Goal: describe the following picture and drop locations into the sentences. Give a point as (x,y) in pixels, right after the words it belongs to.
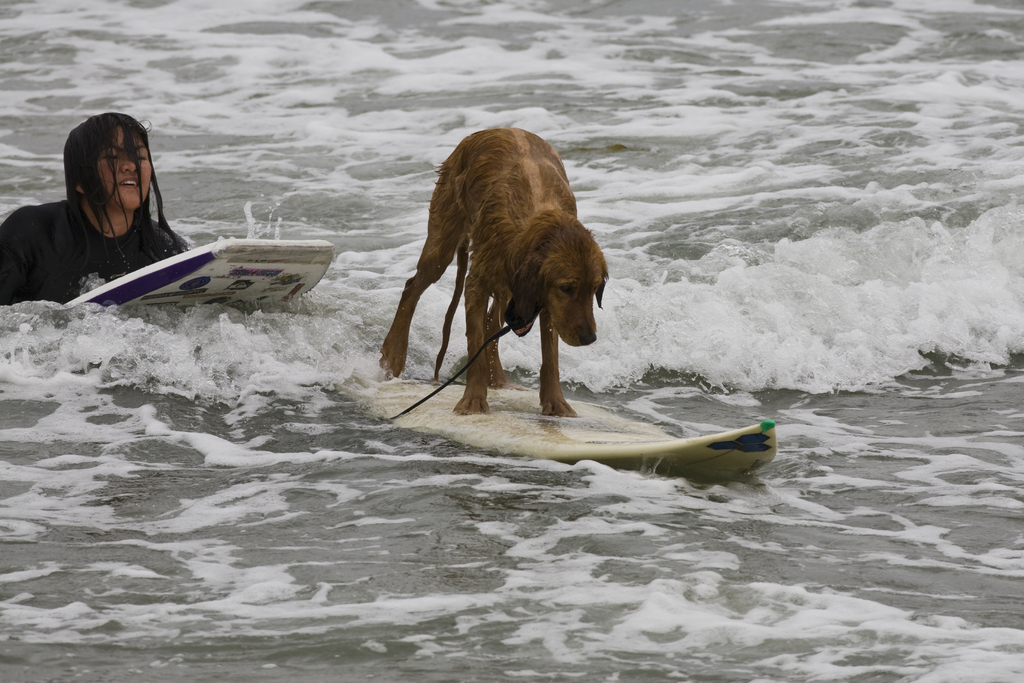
In the center (512,290) we can see dog (548,397) on surfboard (614,429). On the left (48,240) we can see woman (109,229) on surfboard (219,279) and back we can see water (658,71).
